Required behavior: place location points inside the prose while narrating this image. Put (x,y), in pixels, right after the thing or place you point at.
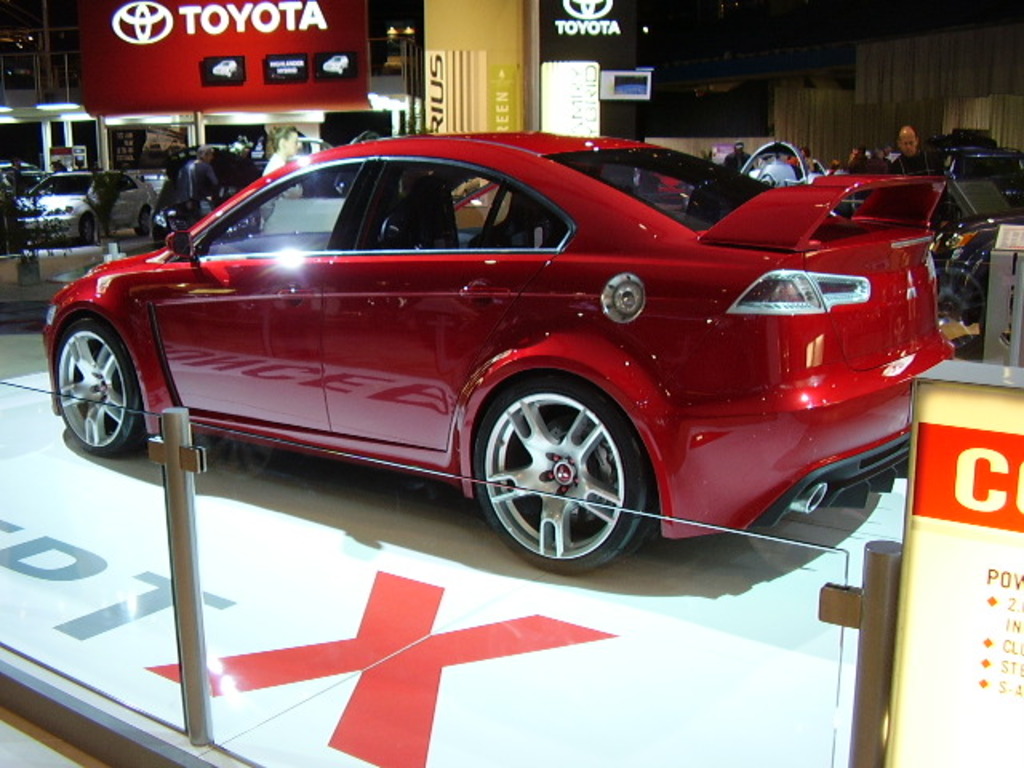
In the foreground of this image (467,245), there is a red color car (507,342) on the floor (844,532) and at the bottom (325,582), there is a glass railing (666,678) and it seems like a board (961,598) on the right (979,557). In the background (941,175), there are few people (913,167) standing, few cars (140,184) on the floor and few boards (621,32) and a pillar (495,22) at the top (471,19) and we can also see few lights (60,109).
